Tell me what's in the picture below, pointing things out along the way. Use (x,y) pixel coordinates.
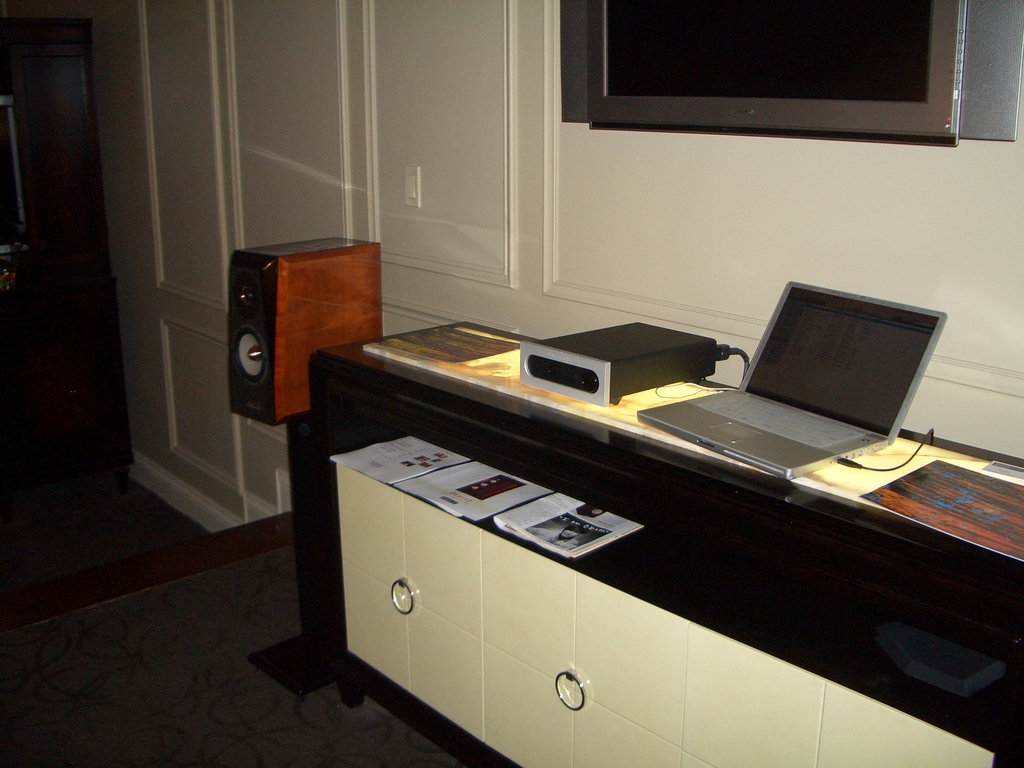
In this image we can see a table (730,588), papers (1008,526), cupboards (347,528), laptop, cable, and devices (255,362). Here we can see the floor (150,626). In the background (562,313) we can see wall (857,225) and a television (679,89).
